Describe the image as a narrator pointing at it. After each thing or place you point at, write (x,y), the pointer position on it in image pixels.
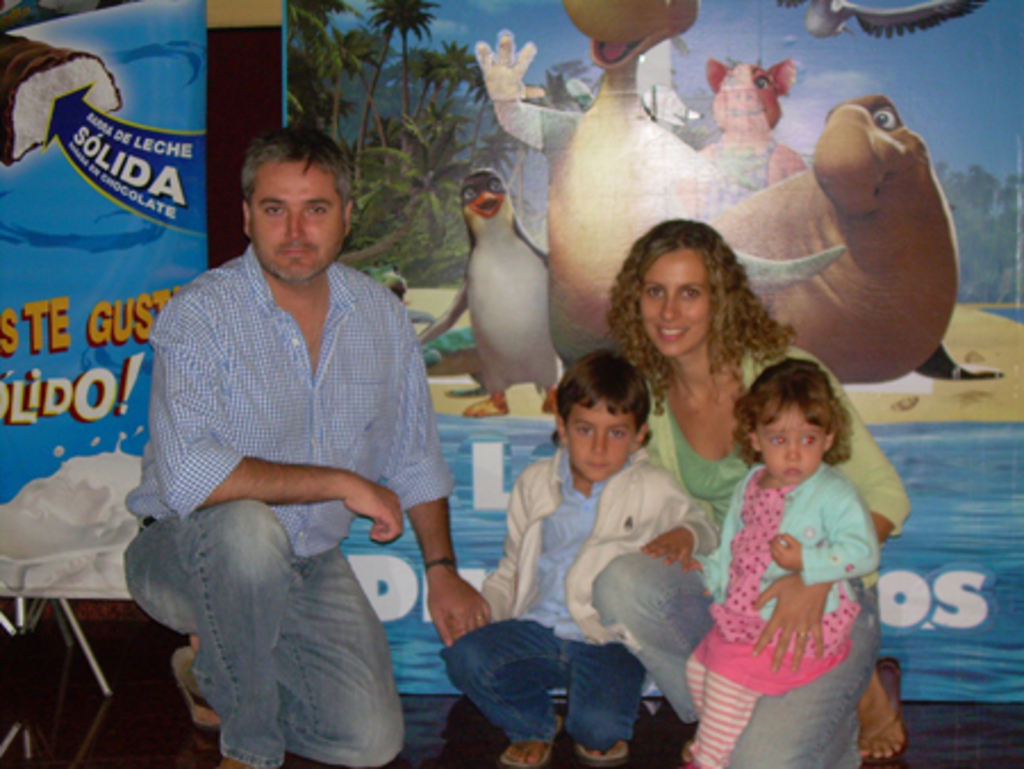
In this image I can see four people (364,455) with different color dresses (300,514). In the back (58,266) I can see the banners (194,147). In the banners (179,198) I can see the animals (509,209), trees (435,141) and the sky (438,37). To the left (93,409) I can see the blue color banner (92,310) and something is written on it.
